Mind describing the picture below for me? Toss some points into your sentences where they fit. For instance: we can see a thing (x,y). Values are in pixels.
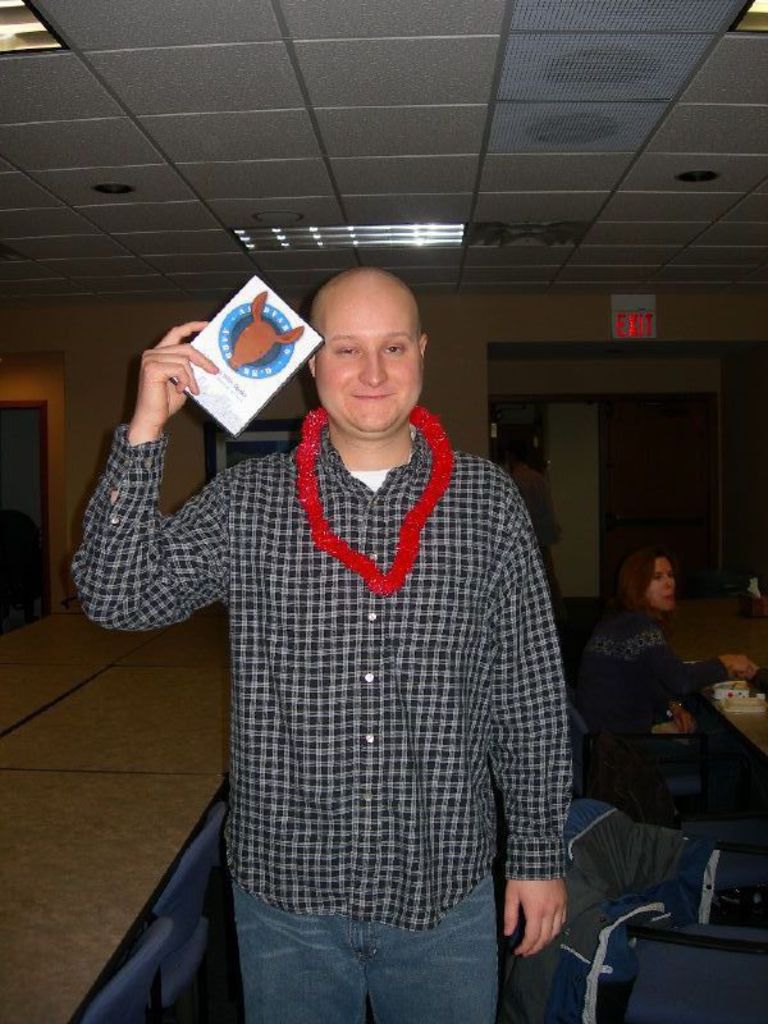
In this image in the middle (405,582) there is a man (402,722), he wears a shirt (363,837), trouser (383,979), he is holding a book (255,381). On the right (659,691) there are some people (686,707), tables (714,645). In the background (305,409) there is a sign board (631,337), floor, wall (170,452) and lights (355,229).
